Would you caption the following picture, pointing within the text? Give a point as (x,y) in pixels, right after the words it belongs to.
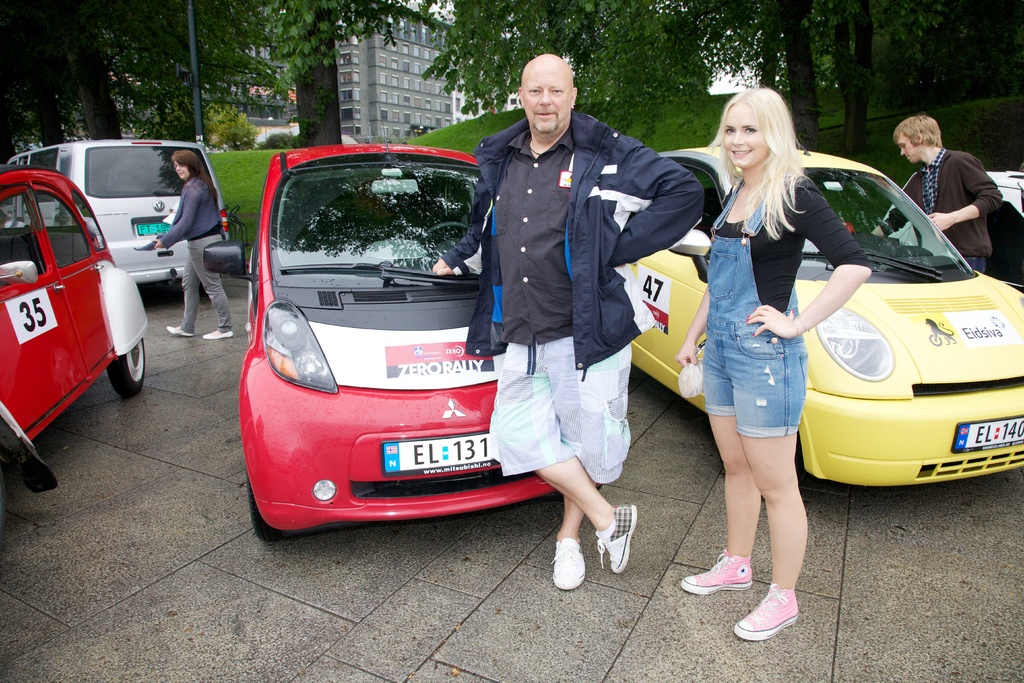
In the center of the image (483,352) we can see two people (596,148) are standing and smiling. On the left side of the image (192,284) we can see a lady (219,295) is walking on the road (169,300) and holding an object (137,247). On the right side of the image (911,138) we can see a man (901,125) is standing. In the background of the image (953,21) we can see the trees (1012,47), buildings (405,100), windows (404,105), grass (242,158), plants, pole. At the bottom of the image (328,597) we can see the road (442,636).
